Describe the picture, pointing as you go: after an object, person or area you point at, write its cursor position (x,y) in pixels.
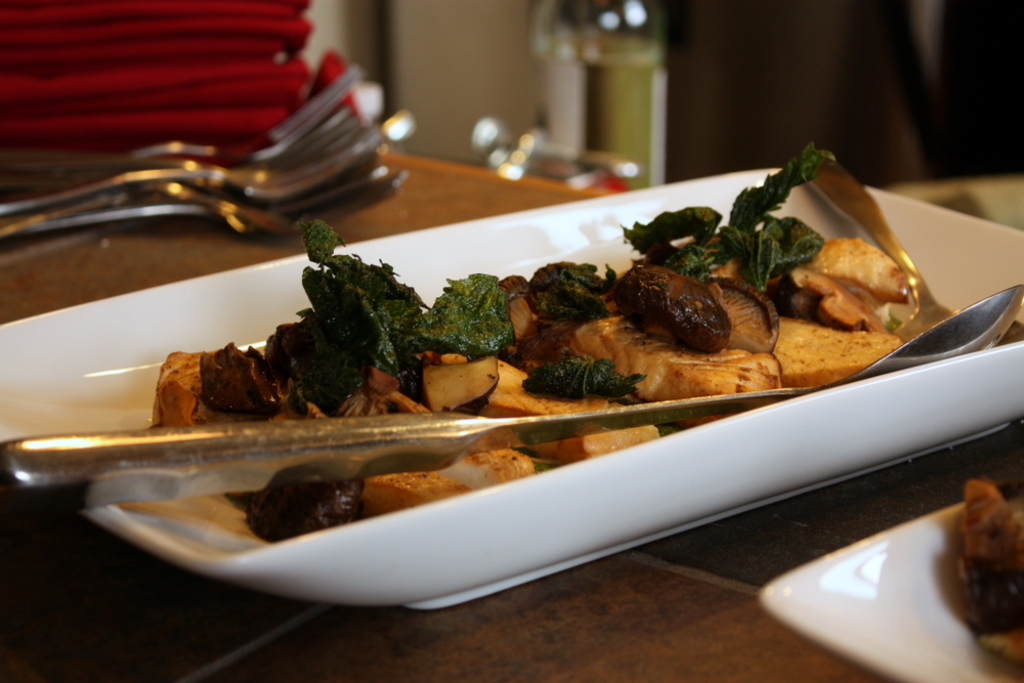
In the picture we can see a tray (165,339) with a food item (580,296) and a spoon (969,342) in it and beside it, we can see some spoons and forks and beside it, we can see some red color clothes (70,100) and on the other side of the tray (217,346) we can see a part of the tray (885,622) with a food item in it.
